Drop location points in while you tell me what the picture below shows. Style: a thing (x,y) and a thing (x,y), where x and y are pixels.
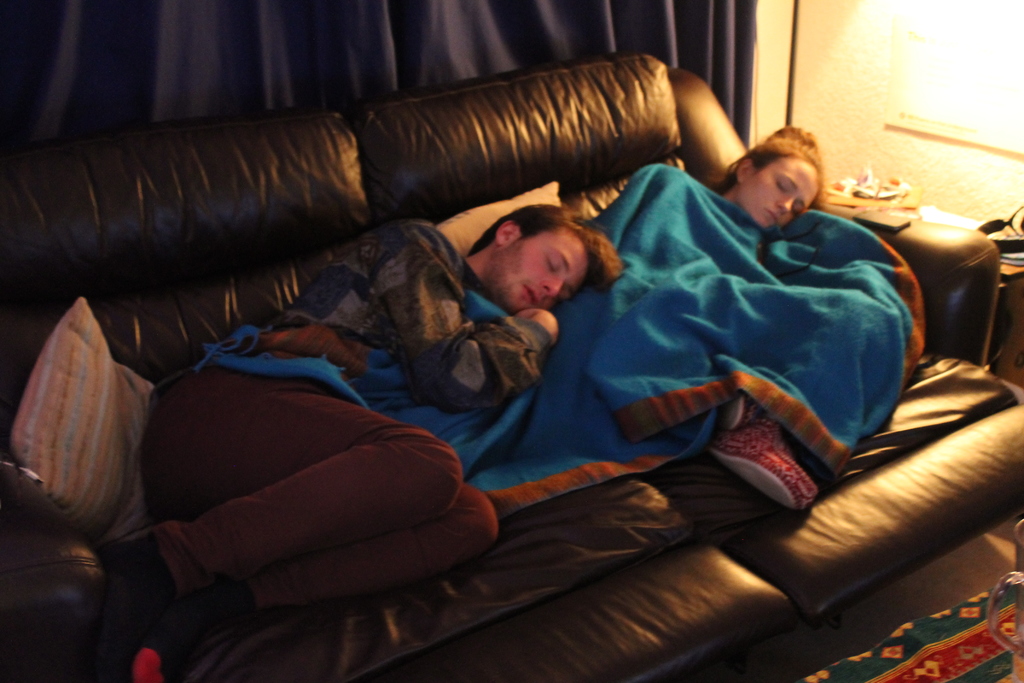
In the foreground (140,226) I can see two persons (746,449) are sleeping on the sofa (942,254), cushion (150,387) and a blanket (734,334). In the background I can see a curtain (586,5), table (916,203), mobile (905,220), light (949,53) and some objects (1003,251). This image is taken may be in a room (861,133).
